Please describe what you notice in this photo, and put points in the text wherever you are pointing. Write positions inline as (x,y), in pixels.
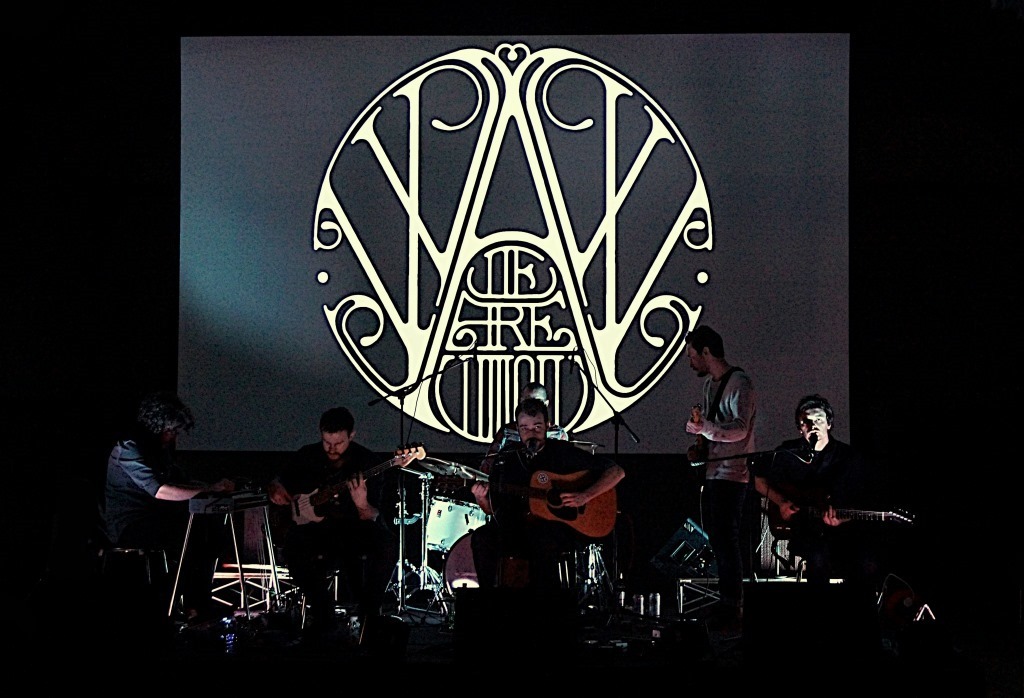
This picture is dark, these people (523,409) are sitting and playing musical instruments (205,507) and this man (728,485) standing and playing guitar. We can see microphones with stands (410,615). In the background (395,336) we can see screen (540,358).
